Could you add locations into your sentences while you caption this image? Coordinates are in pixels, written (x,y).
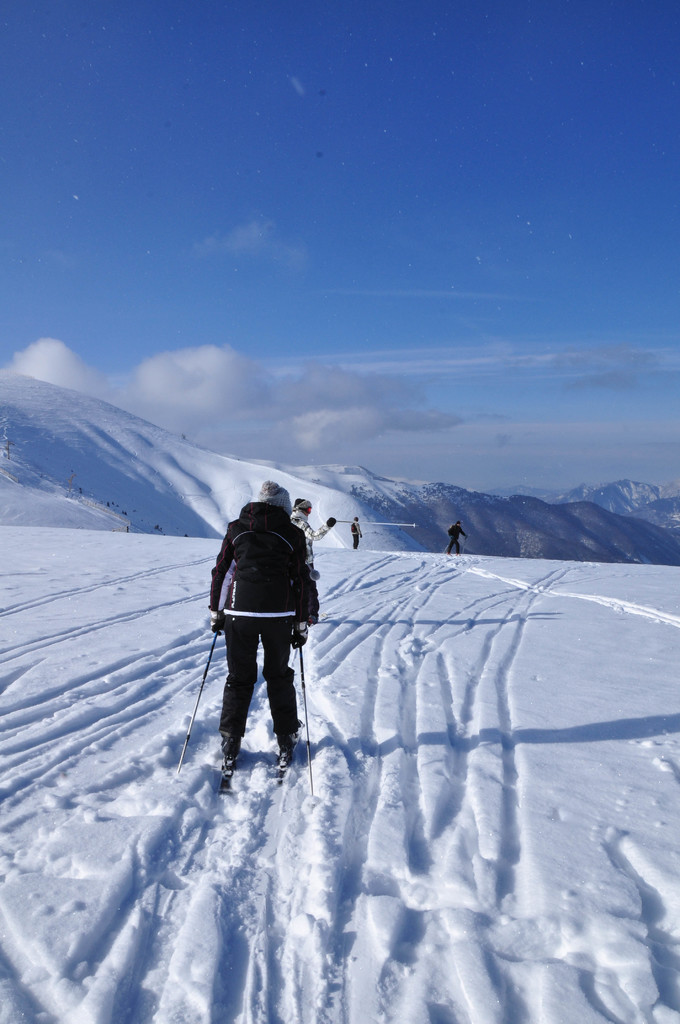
This picture is of outside. In the foreground (420,837) there is a lot of snow (143,847) and a person (240,660) skiing and in the background (381,118) we can see a sky (552,343), clouds (253,369) and some Hills (631,530) and there are some persons (458,524).
